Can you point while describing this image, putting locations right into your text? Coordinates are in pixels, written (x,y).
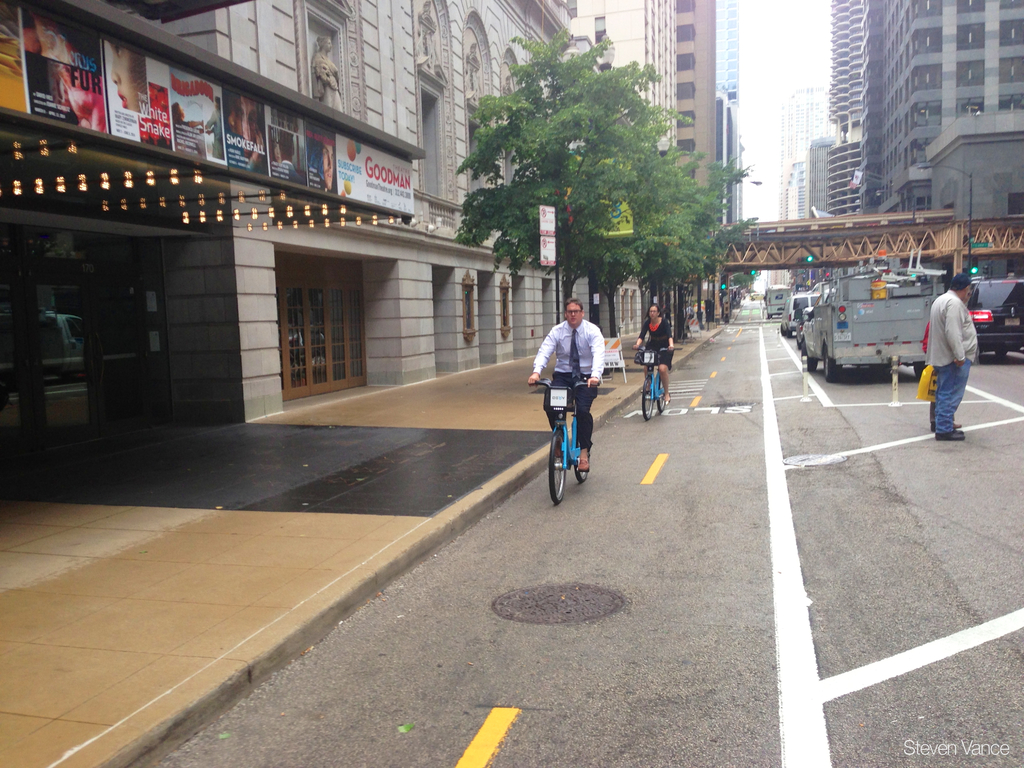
In the center of the image (596,368) we can see a man (594,369) and woman (671,342) riding bicycles (649,397). On the right side of the image (948,356) we can see some people (952,379) standing on the ground (920,459), groups of vehicles (905,338) parked on the ground (863,375), metal frame (837,237) and some lights (972,274). On the left side of the image (145,378) we can see buildings (371,352) with windows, trees (589,161), a statue (321,81) and sign board (318,166) with some text (258,151). At the top of the image (765,188) we can see the sky (755,60).
